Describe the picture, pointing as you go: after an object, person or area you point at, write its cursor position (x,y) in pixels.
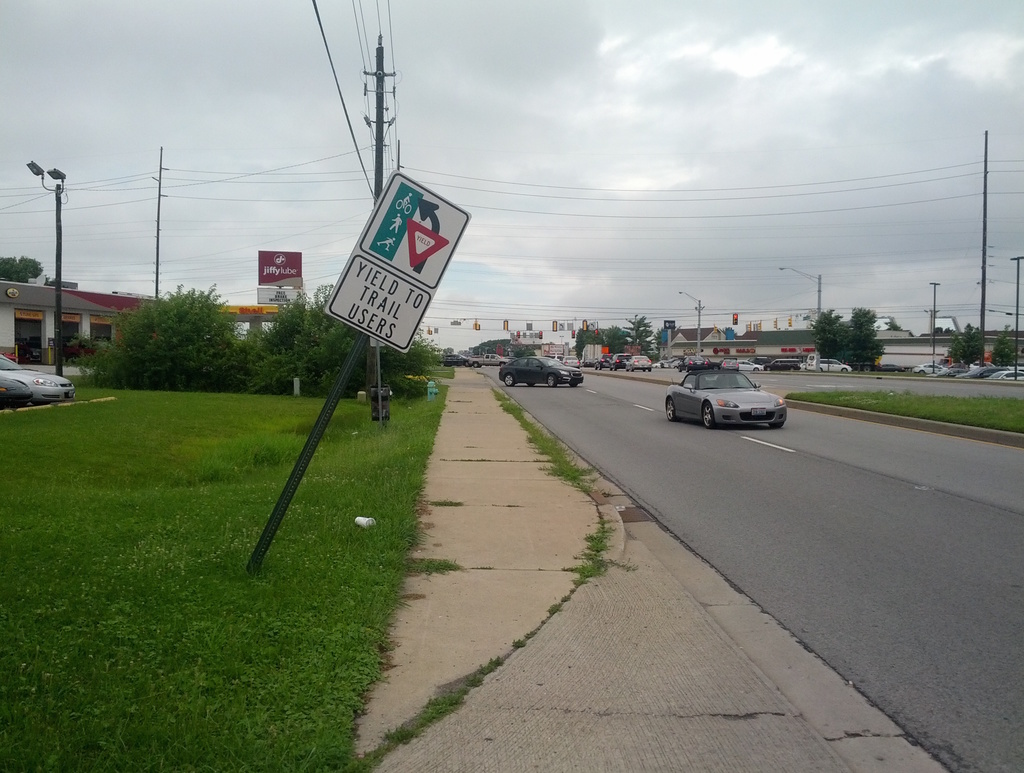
In this picture, we can see a few vehicles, road (835,441), ground (300,537) with grass (252,448), poles (301,471), lights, sign boards (373,311), signal lights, posters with some text (355,315), wires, building (36,289) with windows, and the sky (451,113) with clouds (621,124).
